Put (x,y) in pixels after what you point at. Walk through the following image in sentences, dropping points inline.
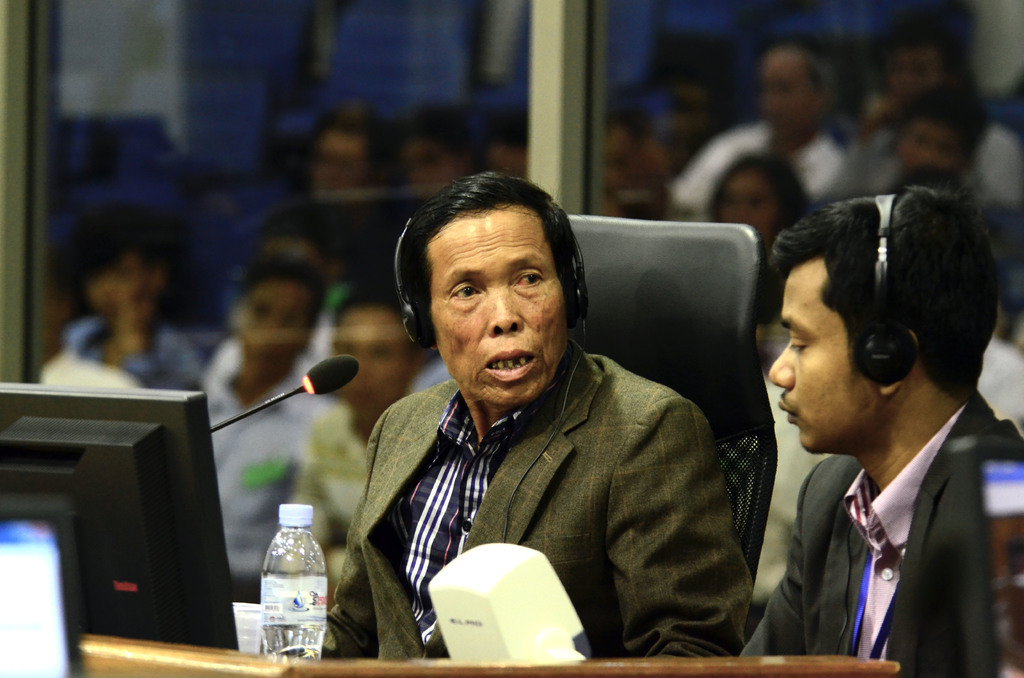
In this picture there is a person (440,535) who is sitting at the center of the image (547,430) and there is a mic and laptop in front of him, there is another person (924,421) at the right side of the image (987,337), they both are having headsets (396,259), it seems to be a conference meeting.
